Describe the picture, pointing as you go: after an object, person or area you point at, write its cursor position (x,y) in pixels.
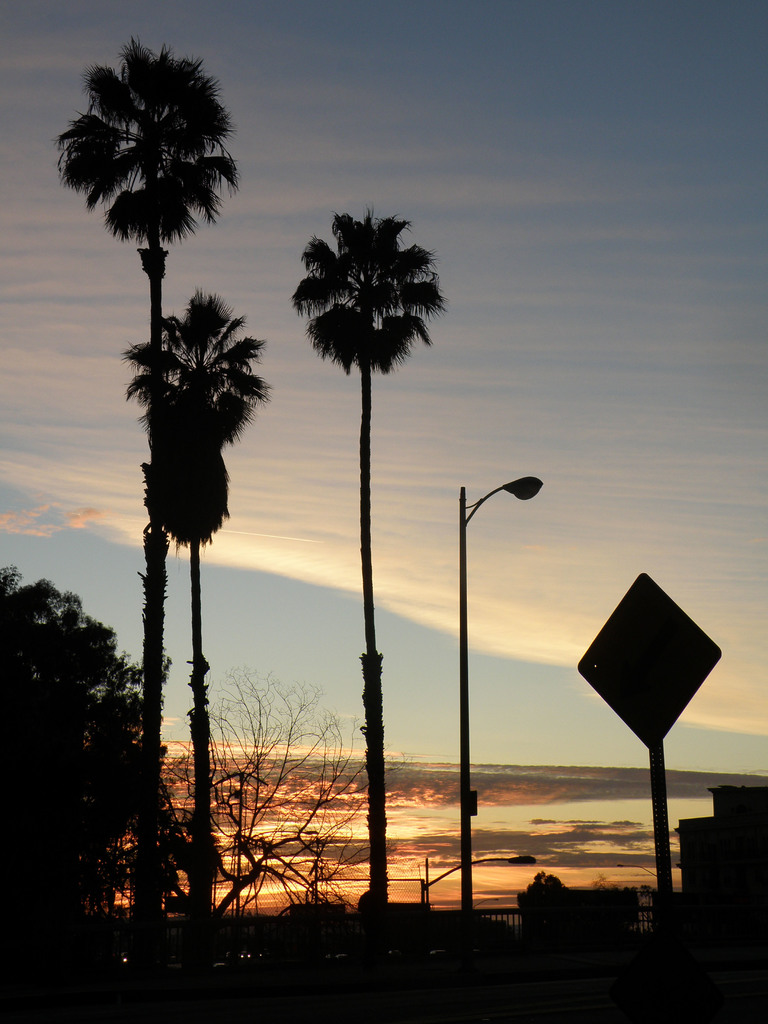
In this image we can see trees (343,329), light pole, sign board (669,891), vehicles (123,959), road (610,978), building (707,860). In the background (416,804) we can see clouds (228,812) and sky (228,642).
